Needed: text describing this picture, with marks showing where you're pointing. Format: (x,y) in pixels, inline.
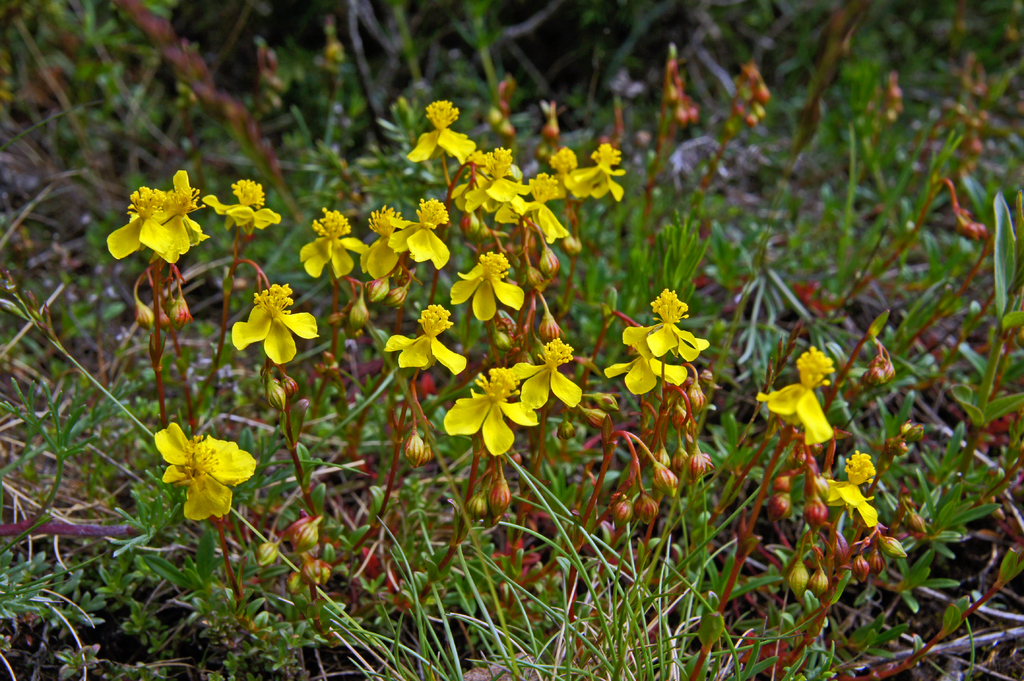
In this image we can see flowers (424,233), buds (421,444) and plants (860,265).
